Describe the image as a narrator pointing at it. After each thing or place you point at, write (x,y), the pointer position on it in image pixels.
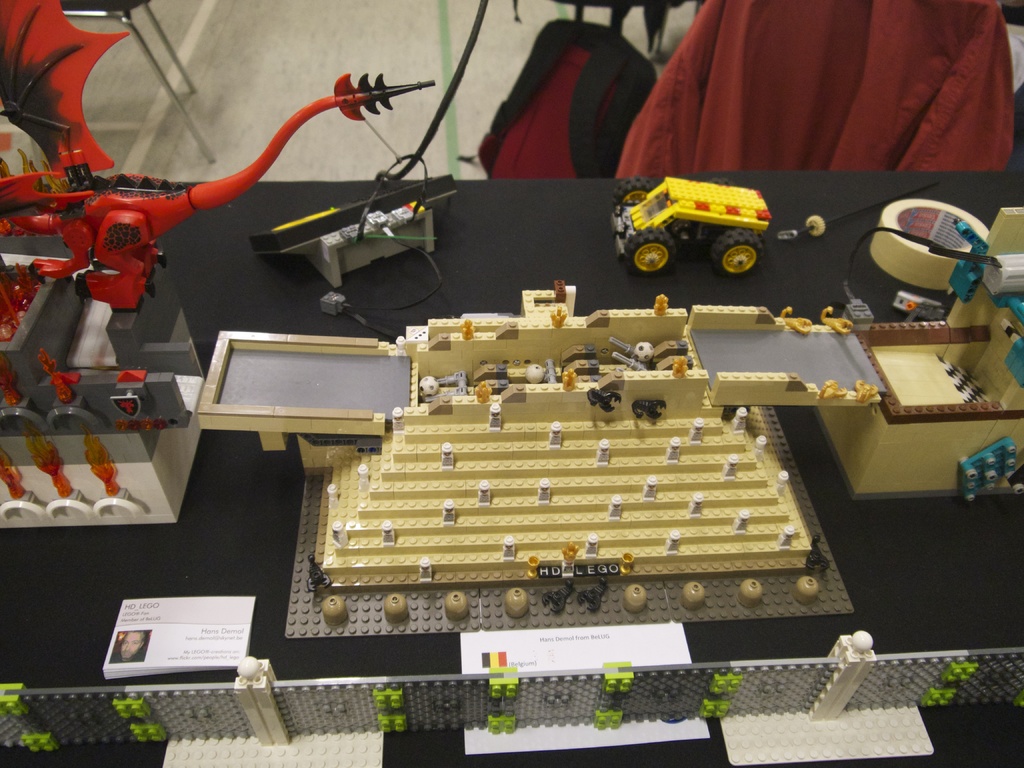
In this picture we observe vehicle toys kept in the background (617,237) and we observe few structures (465,420) are build with bricks (778,382).
